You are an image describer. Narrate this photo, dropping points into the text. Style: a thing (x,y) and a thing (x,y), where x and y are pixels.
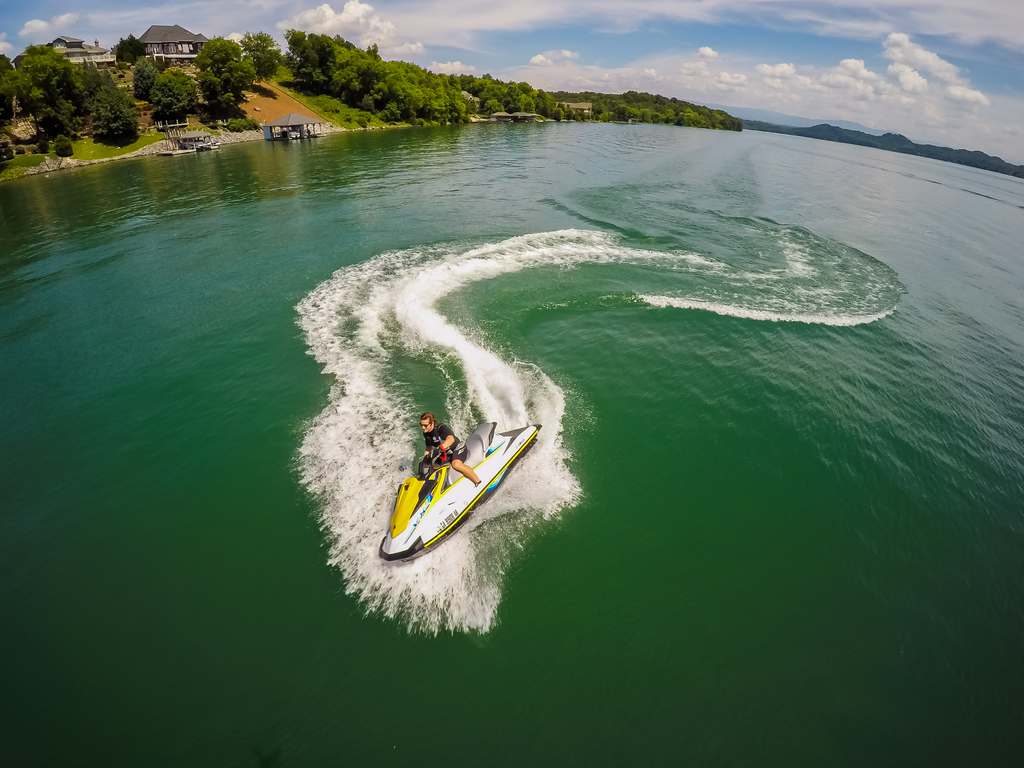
In this picture we can see a person (459,465) is riding a water scooter (431,489) on the water (408,449). On the left side of the person (437,453) there are houses (101,64) and trees (302,74). On the right side of the houses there are hills (780,125) and the sky (823,12).
